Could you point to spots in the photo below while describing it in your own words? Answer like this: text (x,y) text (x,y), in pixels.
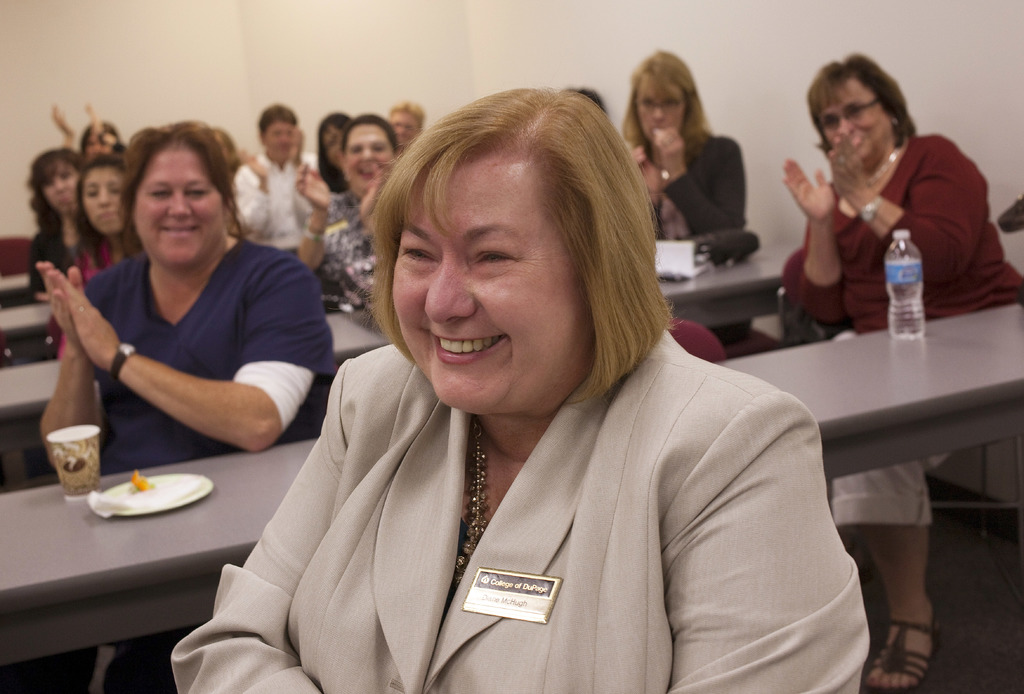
In this picture there is a women (610,551) sitting on the chair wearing a cream color suit (684,671), smiling and looking on the left side (327,567). Behind there is a group of women (319,340) sitting on the bench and smiling. In the background (427,63) we can see the white wall (451,63).
